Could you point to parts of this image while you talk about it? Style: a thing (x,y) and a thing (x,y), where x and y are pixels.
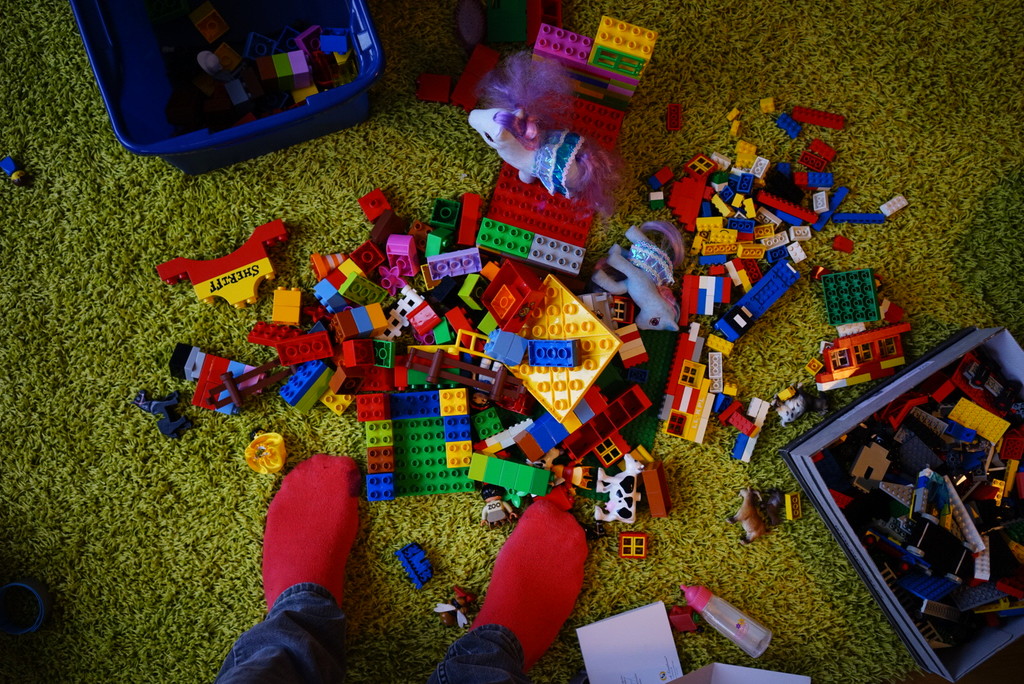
In the picture there is a mat (898,126), there are many toys (853,292) present, there are two boxes (896,392) with the toys (921,397), there is a person (555,634) standing near the toys (950,421).
